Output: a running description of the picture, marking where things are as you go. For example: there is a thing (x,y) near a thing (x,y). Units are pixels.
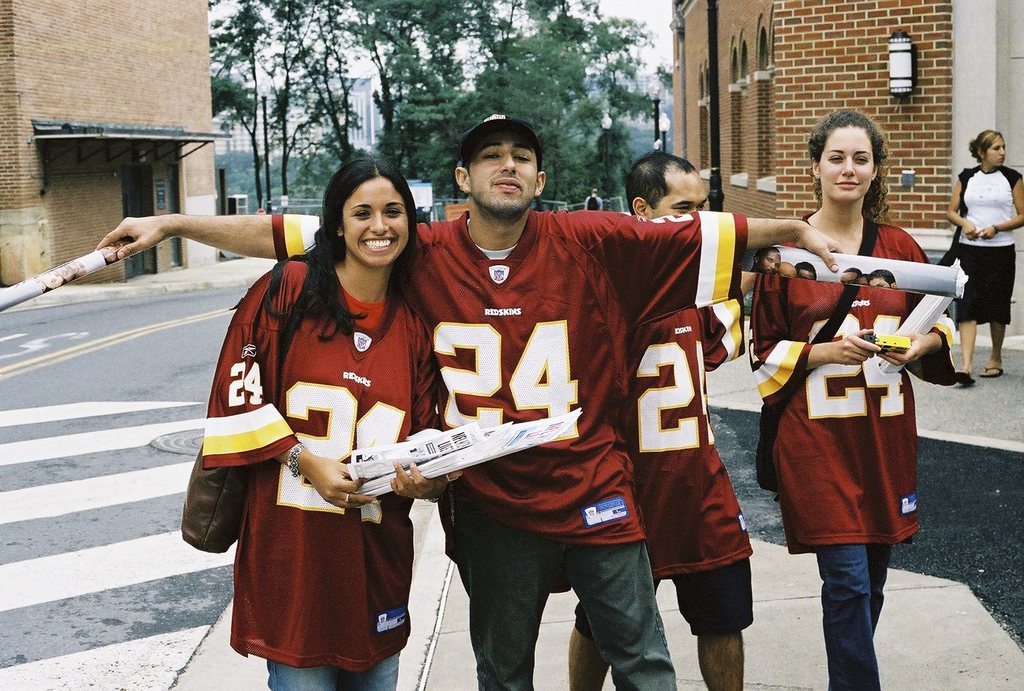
This is an outside view. Here I can see four persons (541,358) wearing red color t-shirts (300,403). Two persons (398,420) are standing, smiling and giving pose for the picture, and two persons (666,394) are walking. The women (851,189) who are standing on the right (856,321) and left side (332,585), they are holding some objects (431,445) in their hands (334,480). On the right side (992,212) there is another woman (988,204) wearing a bag (963,215) and walking by looking at the right side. In the background (500,74) there are many trees (404,68) and buildings (66,73). At the bottom (106,563), I can see the road (104,481). The man (449,395) who is in the middle (537,392) is holding some objects (58,284) in his hands (129,238).
